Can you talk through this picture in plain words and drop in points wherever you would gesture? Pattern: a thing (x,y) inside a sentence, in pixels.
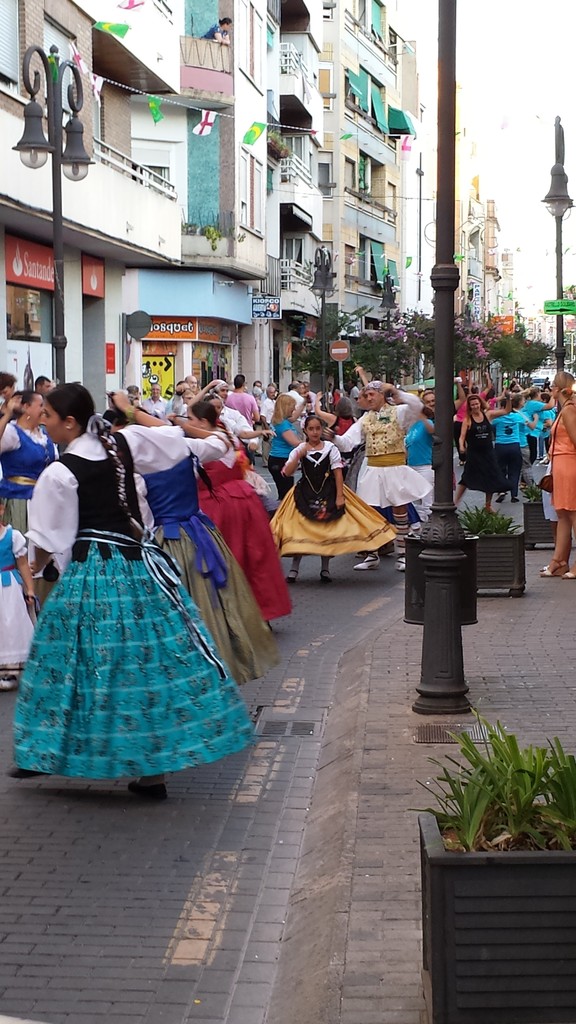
In this image, on the left side (164,553), we can see a group of people (278,600) are dancing. On the right side (467,989), we can see a flower pot (506,986), plant (537,833), pillar (451,409), pole (451,398), street light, a group of people (565,521) standing on the footpath (408,667). On the left side (102,341), we can see some building (232,216), street lights (63,272), glass window (33,312), hoardings (228,340). At the top (412,7), we can see a sky (530,6), at the bottom (284,917), we can see a road (38,969) and a footpath (399,933).
